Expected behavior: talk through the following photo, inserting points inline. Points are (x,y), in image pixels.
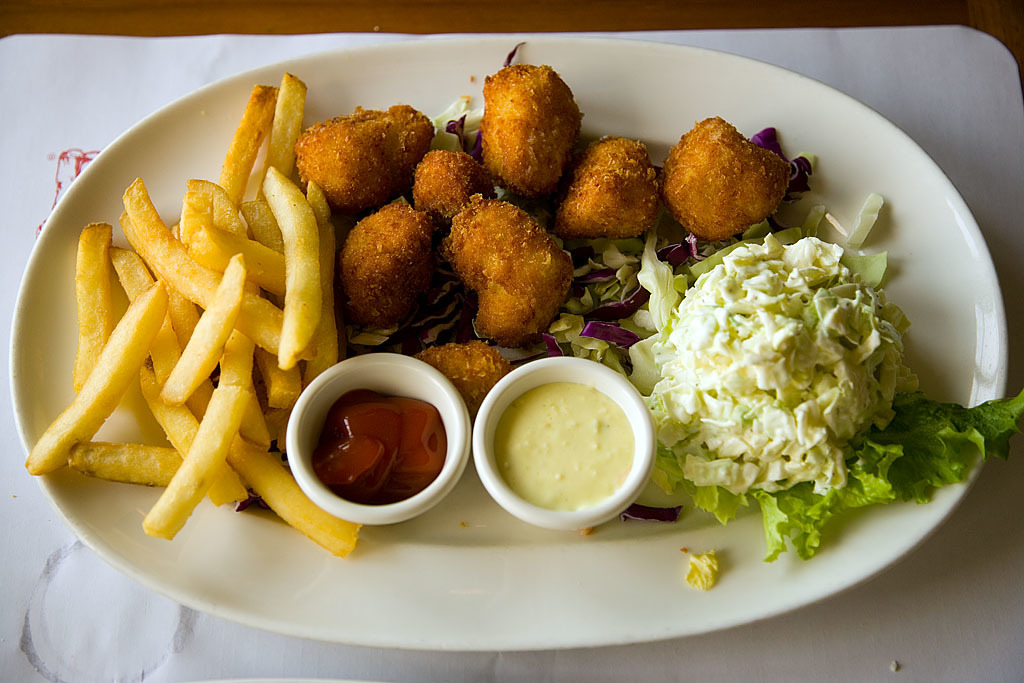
In this picture we can see french fries (319,307) and other food (440,318) in the plate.
